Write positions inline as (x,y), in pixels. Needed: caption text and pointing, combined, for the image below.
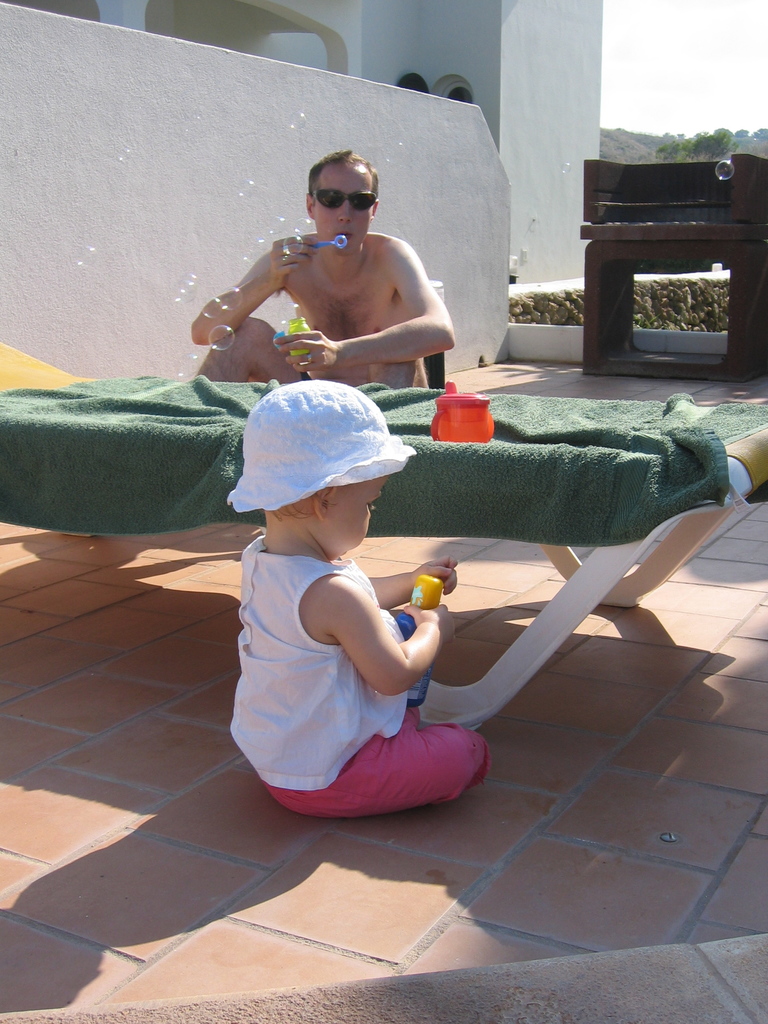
In the image there is a person (342,357) blowing bubbles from behind a bed (675,407) and there is a baby (359,520) sitting on the floor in front of the bed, in the background (381,46) on the left side (74,76) there is a house (439,136) and there is some other object (610,287) on the right side (737,157), in the background (687,150) there are many trees (700,139).
